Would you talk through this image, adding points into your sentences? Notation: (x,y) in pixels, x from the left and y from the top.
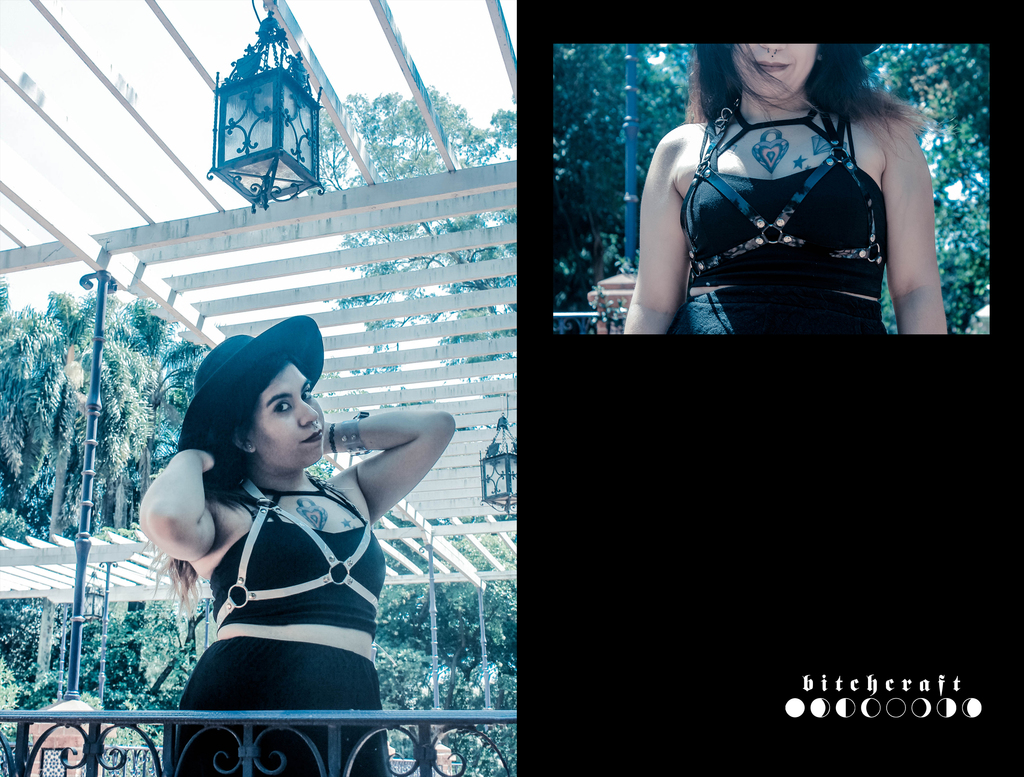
This is an edited image, in this picture there is a woman (322,431) standing and wore hat (179,447), in front of her we can see railing (288,718), behind her we can see poles (86,510), trees (121,478), lights (275,21) and sky (70,157). In the top right side of the image (744,257) there is a woman (917,226), behind her we can see trees (953,172) and pole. In the bottom right side of the image (802,681) we can see text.
